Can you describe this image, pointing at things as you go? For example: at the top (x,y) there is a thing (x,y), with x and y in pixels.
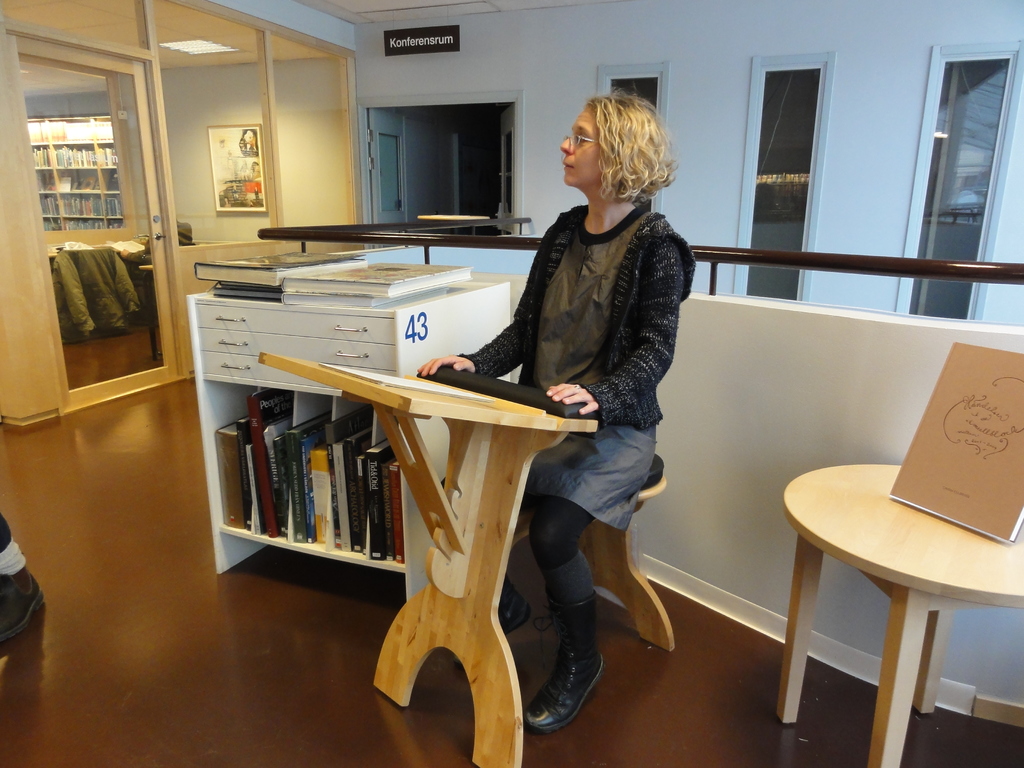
In this image I see a woman (623,147) who is sitting on the stool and there is a table (366,395) in front (408,629), I also see there is another table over here. In the background (324,349) I see a cupboard (452,337) few books (334,420) in it and on it and a door (377,204) and the windows (980,72).
